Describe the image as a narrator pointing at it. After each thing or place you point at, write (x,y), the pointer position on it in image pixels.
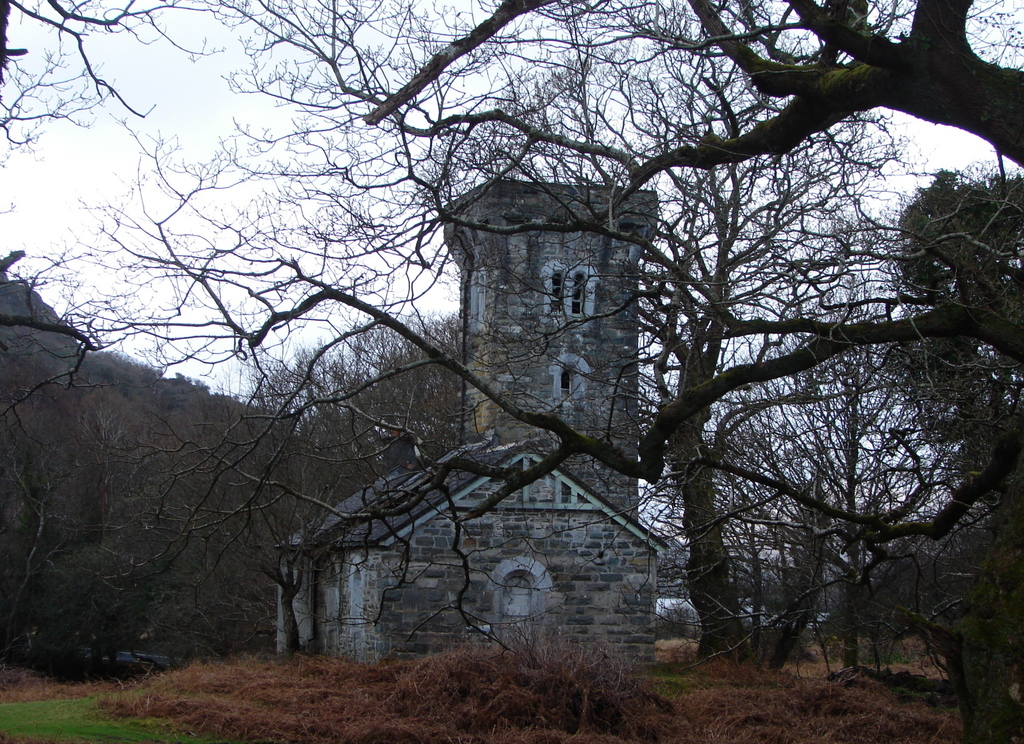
In this picture I can see a house (552,313), there is grass (685,722), there are trees (952,581), and in the background (186,179) there is sky (191,221).
